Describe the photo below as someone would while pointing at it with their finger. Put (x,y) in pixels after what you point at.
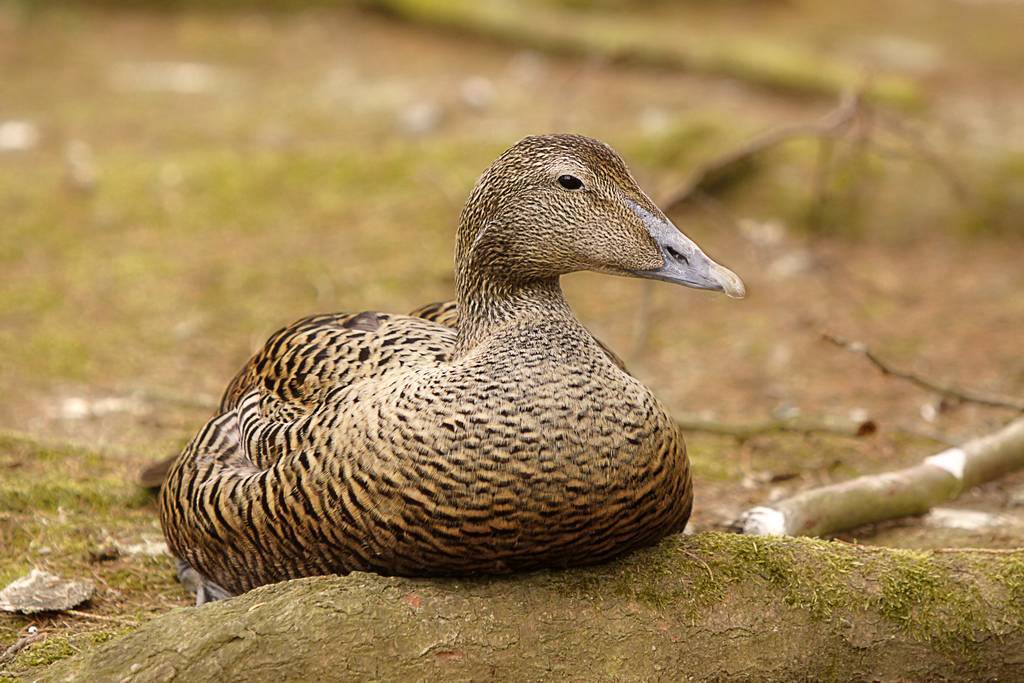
In the image we can see a bird (554,462) and wooden log (680,619) and the background (16,153) is slightly blurred.
